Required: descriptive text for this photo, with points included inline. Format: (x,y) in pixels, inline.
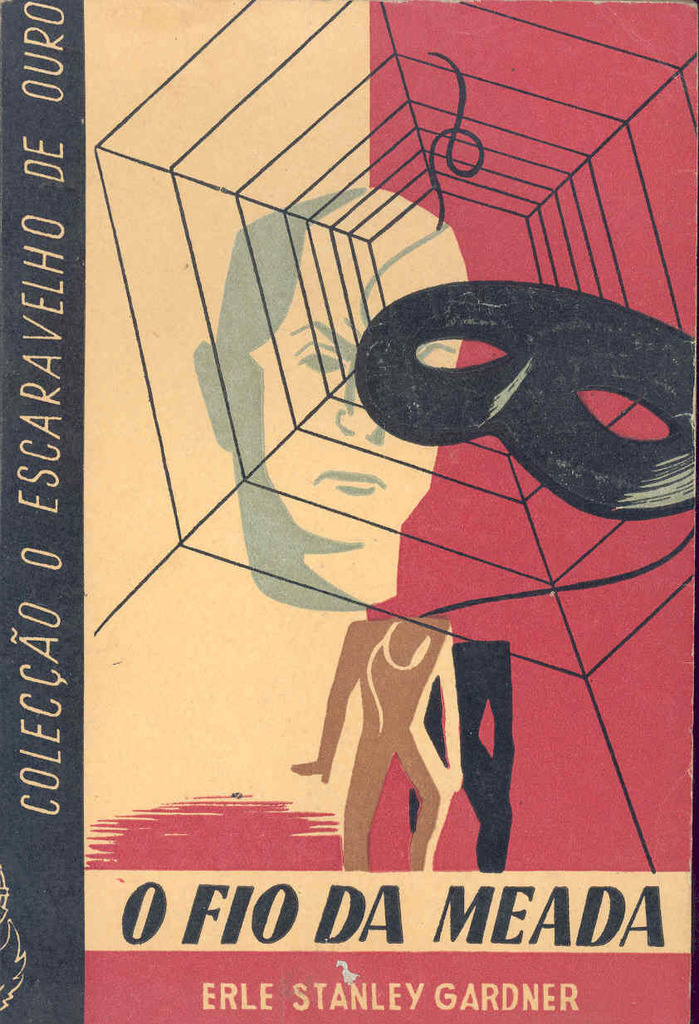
In this image, we can see a magazine (328,629). Here we can see few figures (444,648) and text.
